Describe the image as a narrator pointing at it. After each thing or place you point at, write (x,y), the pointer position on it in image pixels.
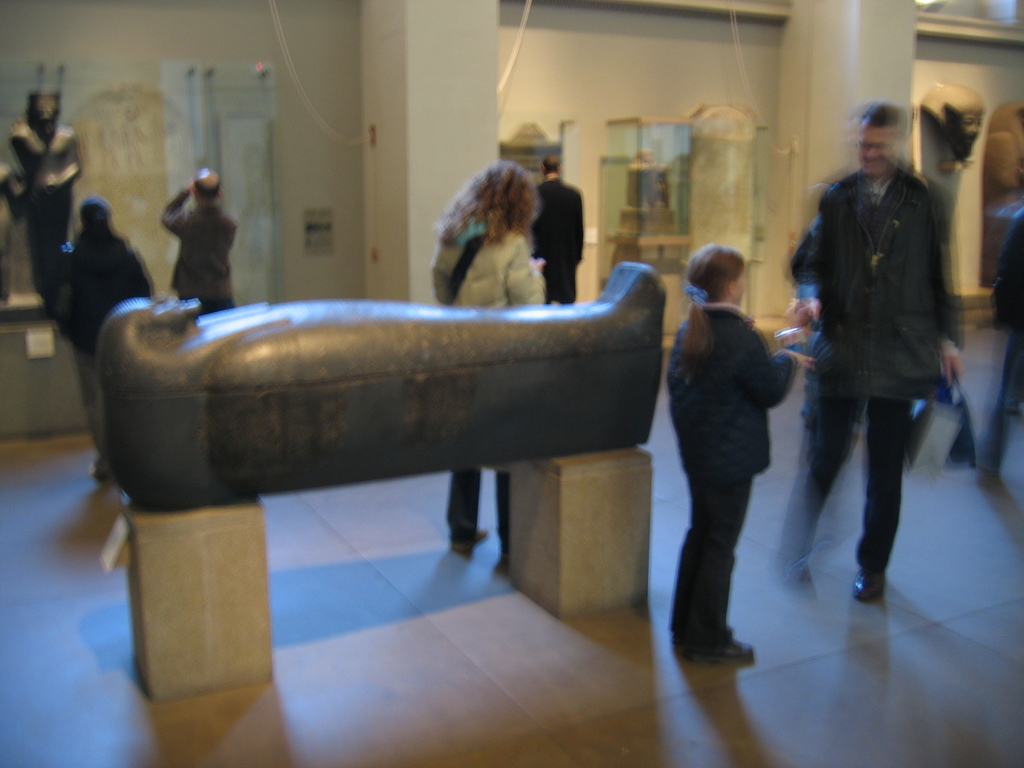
In this picture I can see people (814,464) standing on the floor (842,505). In the background (56,212) I can see some statues (35,182), wall (426,210) and other objects (632,221).
